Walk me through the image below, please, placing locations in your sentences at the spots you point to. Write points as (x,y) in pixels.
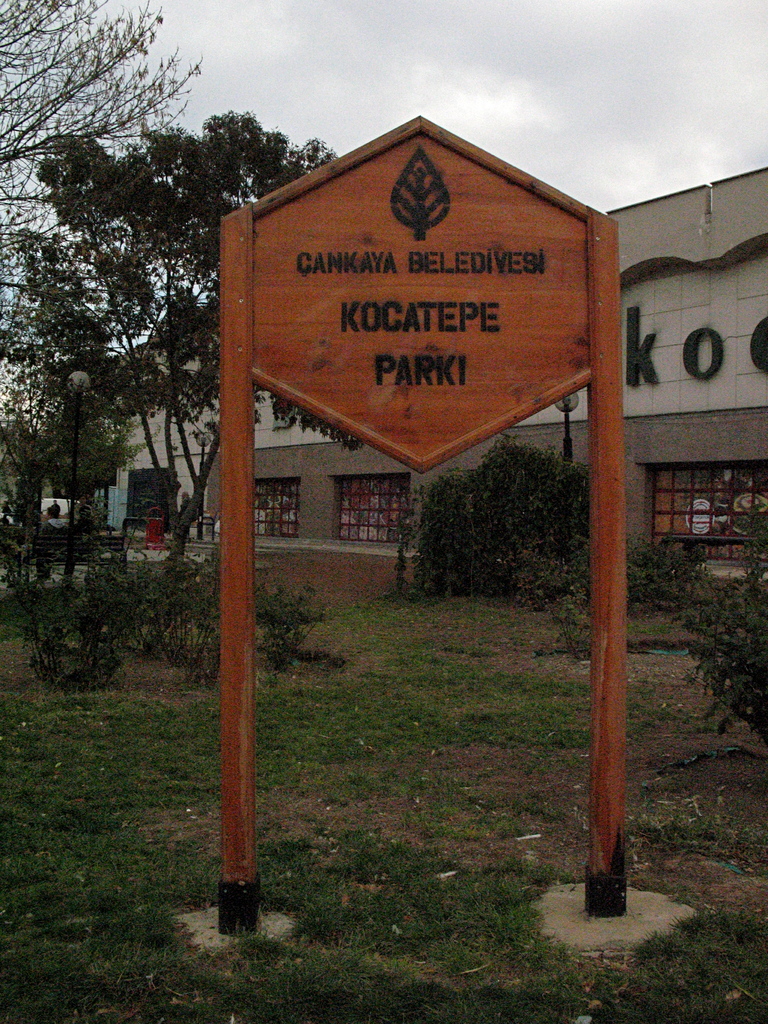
In this picture I can see a board (544,395) in the middle (269,382), in the background (295,406) I can see the trees (173,436) and a building (573,429), at the top (501,49) there is the sky (498,29).
